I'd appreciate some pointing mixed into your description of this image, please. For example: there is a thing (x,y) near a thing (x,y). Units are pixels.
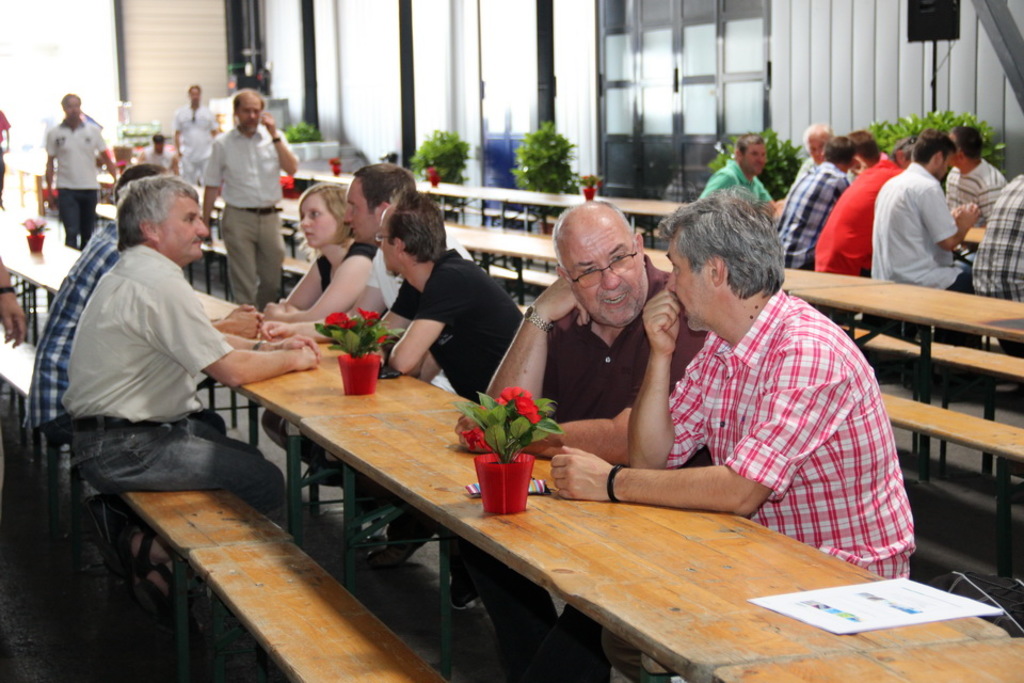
In this picture there are group of people (839,444), those who are sitting around the table (679,527) and there are flower pots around the table (566,513), there is a glass door (677,125) at the center of the image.
